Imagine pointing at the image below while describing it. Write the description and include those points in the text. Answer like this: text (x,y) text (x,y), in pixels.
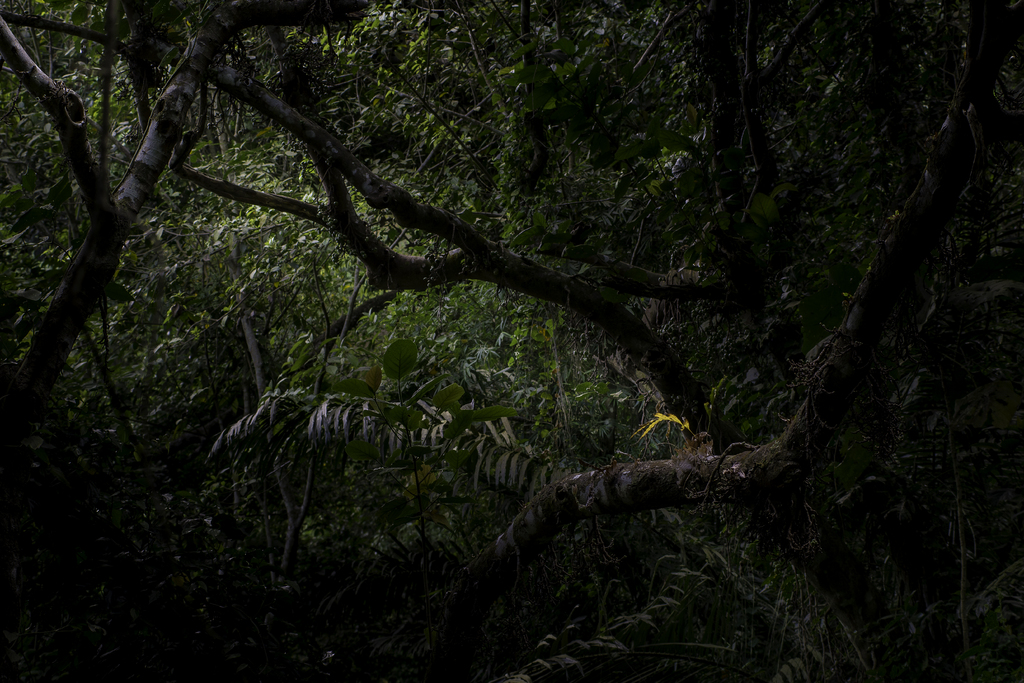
In the image there are stems (583,279) with trees (806,91) and leaves (335,541).
